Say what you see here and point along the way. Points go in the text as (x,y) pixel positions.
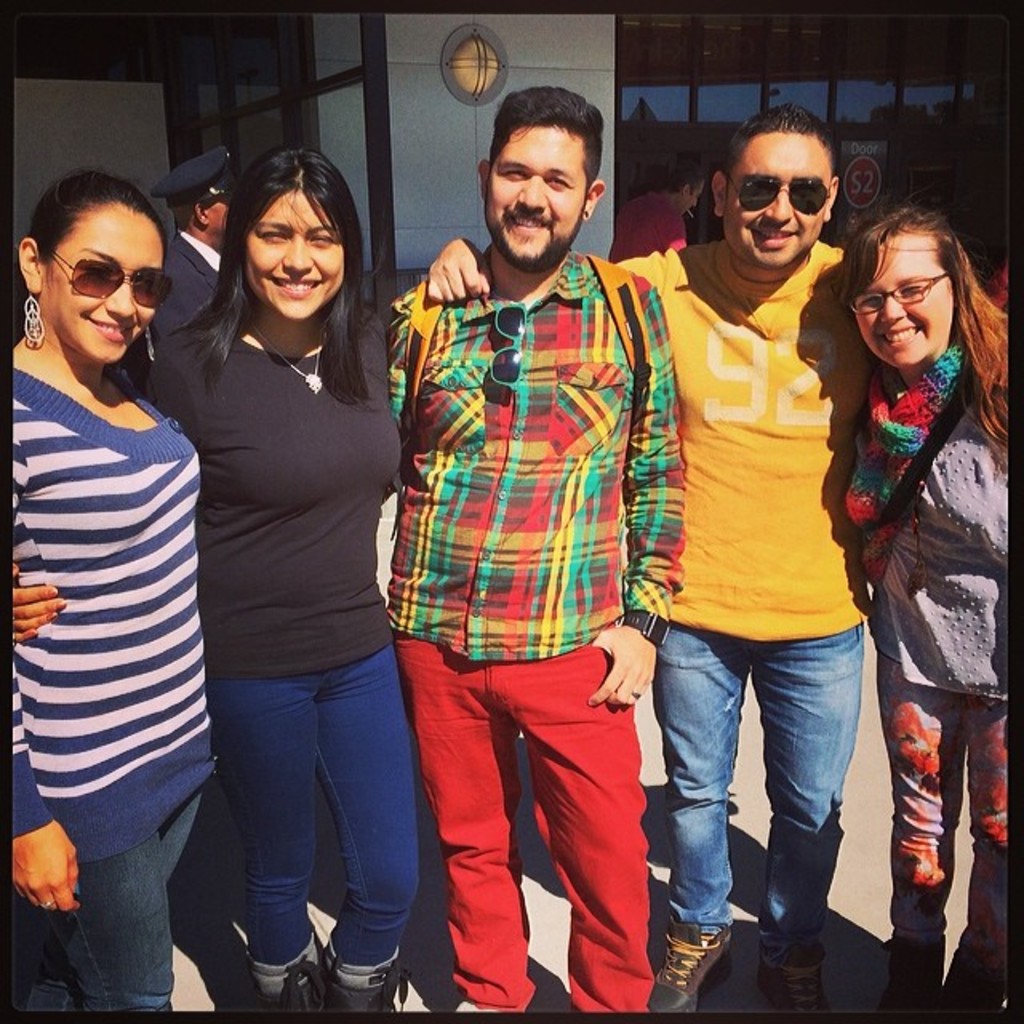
In this image there are a group of people (178,405) standing together and smiling, behind them there is a building (103,160) with glass wall (908,73) and person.
